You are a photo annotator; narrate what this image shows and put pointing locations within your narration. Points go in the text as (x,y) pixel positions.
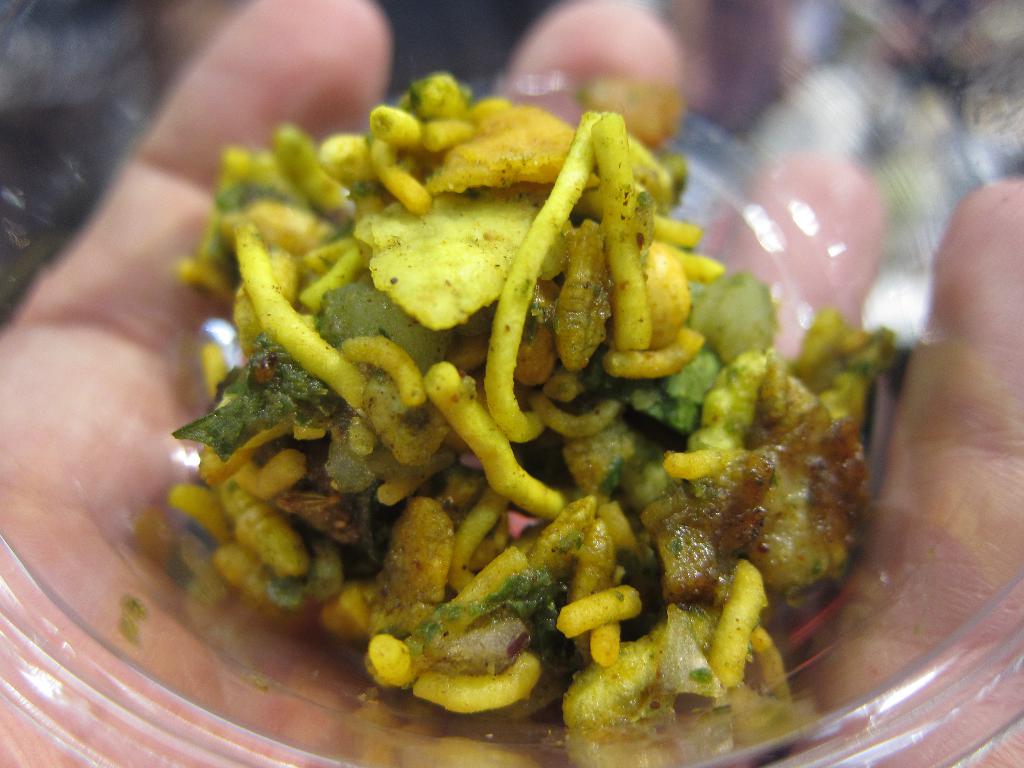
In this picture I can see there is some food (564,540) placed in a bowl (91,389). The person (324,52) is holding the bowl (49,626).
